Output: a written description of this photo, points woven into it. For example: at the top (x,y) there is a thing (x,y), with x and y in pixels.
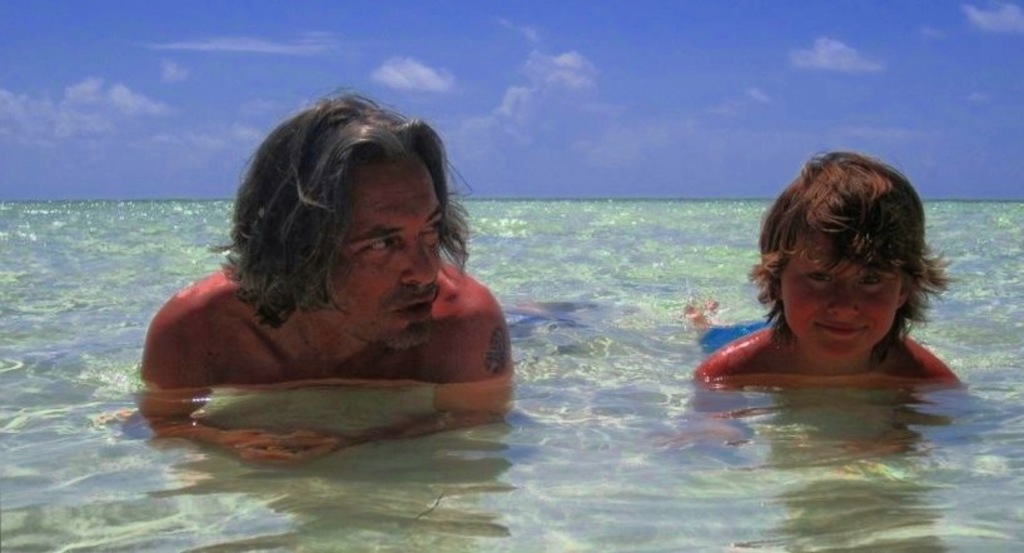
In this image I can see a man (269,264), a boy (707,313) and I can see they both are in water (409,386). In the background (147,60) I can see clouds (39,125) and the sky (592,132).
